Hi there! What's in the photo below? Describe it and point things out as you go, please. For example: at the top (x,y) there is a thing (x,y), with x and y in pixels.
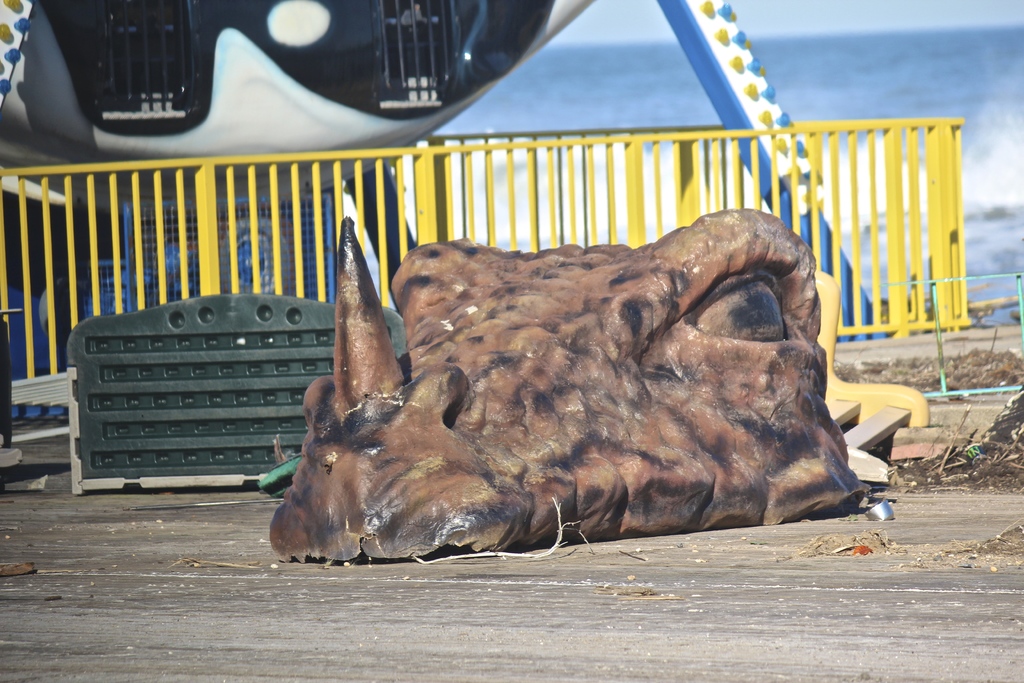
In this image we can see an object (503,363) look like an animal face (478,381). Behind this object (441,349) we can see railing (758,159) and water (556,86). At the top (609,23) we can see the sky (624,13).
